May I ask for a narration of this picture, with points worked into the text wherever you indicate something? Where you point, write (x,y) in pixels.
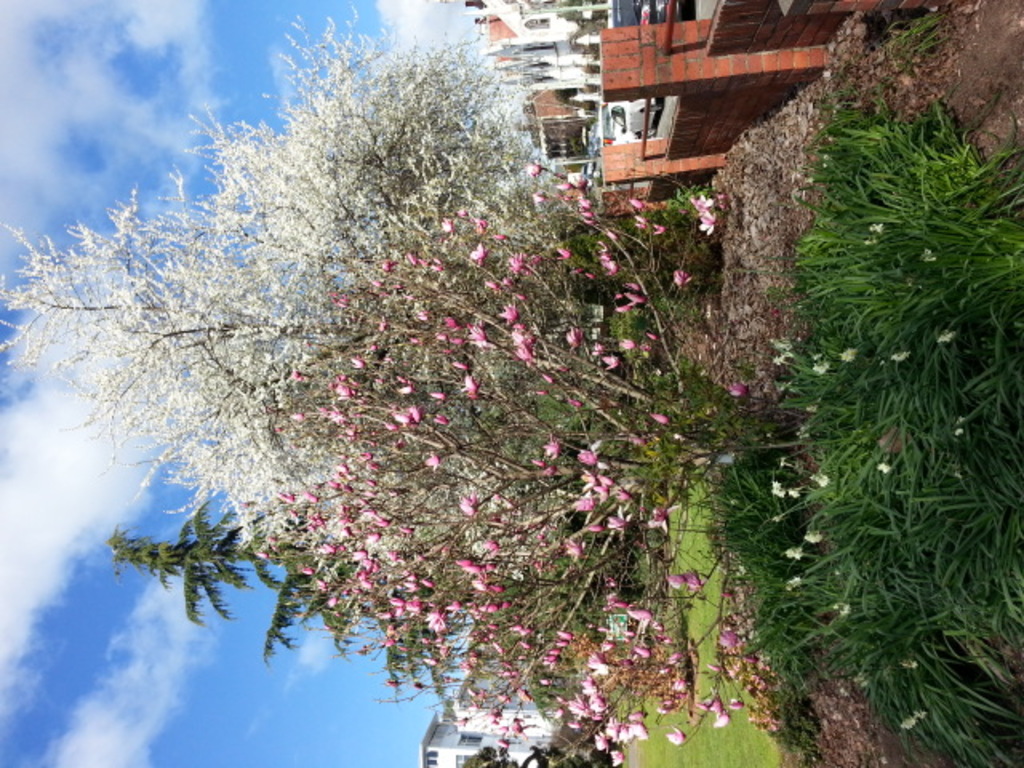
In this rotated image there are plants (653,438) and trees (720,721) on the ground (692,617). In the background (551,102) there are buildings (439,727). To the left (31,576) there is the sky (44,561).
